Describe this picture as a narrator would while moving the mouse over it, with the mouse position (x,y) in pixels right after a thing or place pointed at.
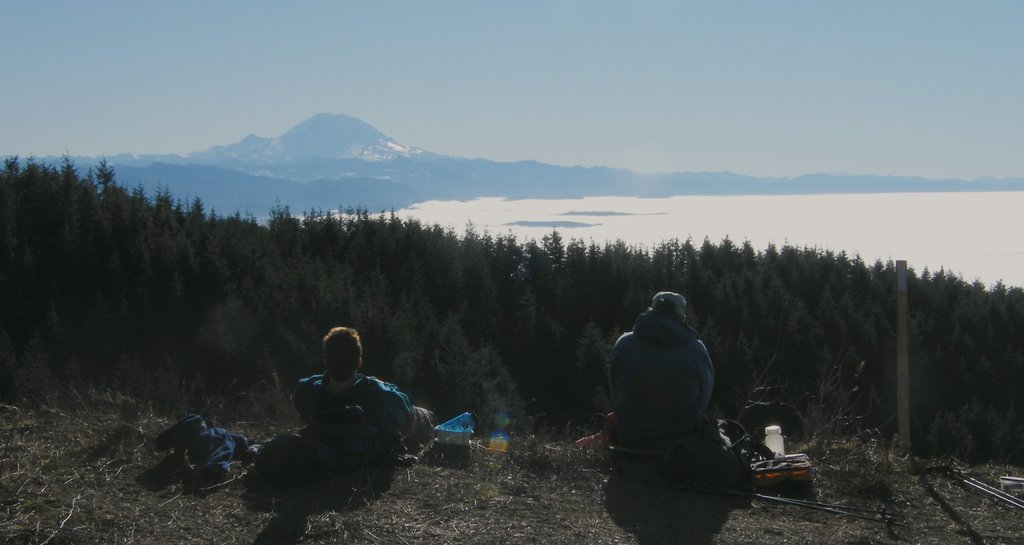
At the bottom of the image (177,440) two persons (349,375) are sitting and there are some boxes (453,442) and bottles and bags (405,436). Behind them there are some trees (589,307). Behind the trees (416,216) there is water (416,216) and hills (735,183). At the top of the image (867,97) there is sky (436,109).
